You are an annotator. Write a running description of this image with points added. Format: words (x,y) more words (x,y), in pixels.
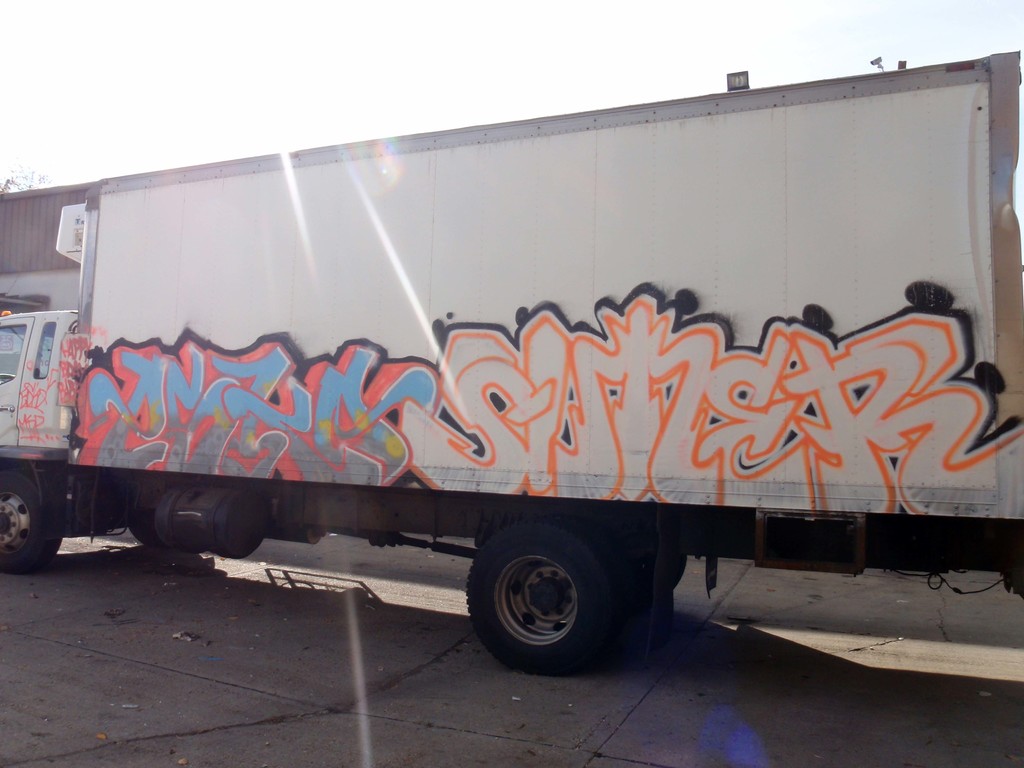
In this picture we can see a vehicle (458,423). In the background (36,31) there is sky (793,51).
